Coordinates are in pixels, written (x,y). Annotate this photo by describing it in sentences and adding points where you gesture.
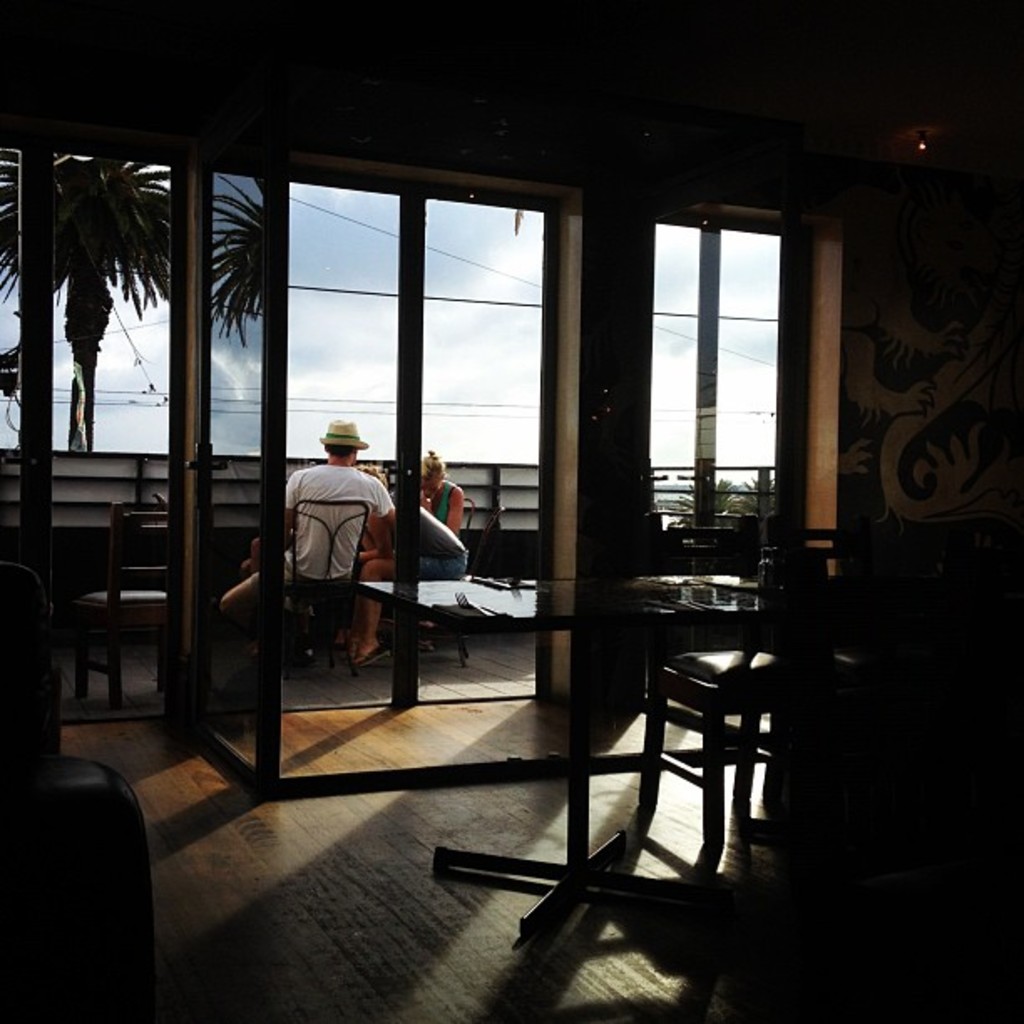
In this picture we can see few people (441,533), they are seated, around them we can find tables (553,580) and chairs (709,692), in front of them we can see few cables (312,401), clouds (397,363) and trees (120,256), and also we can see he wore a cap (350,442).
